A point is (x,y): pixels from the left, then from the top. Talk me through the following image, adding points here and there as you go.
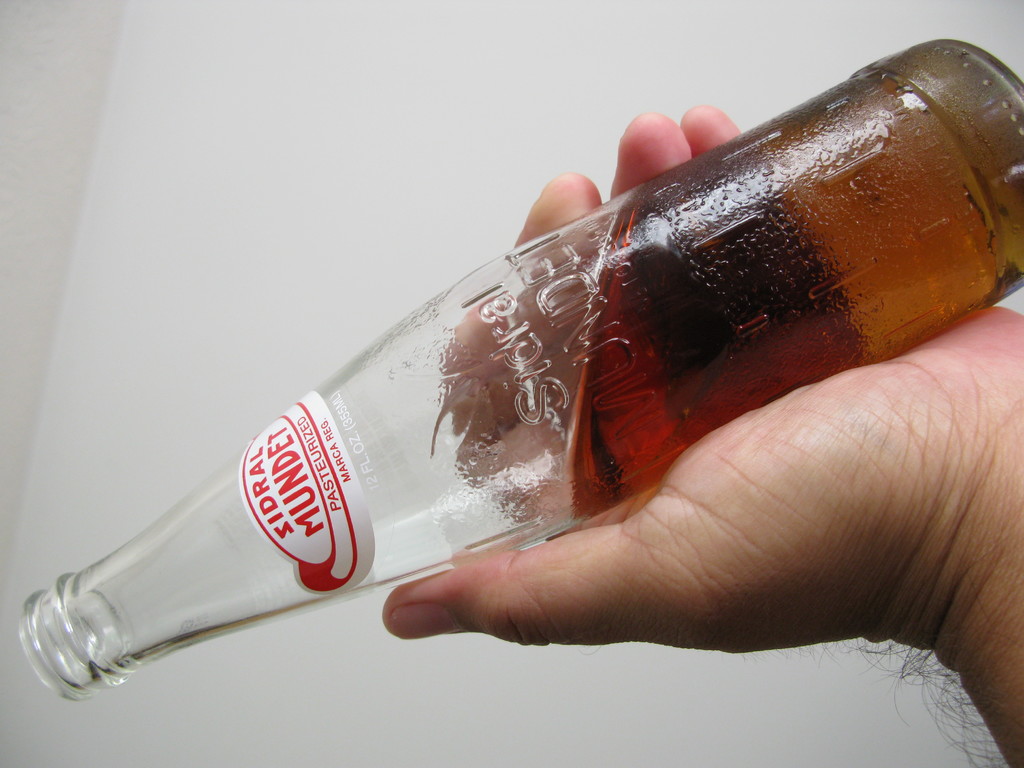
In this image i can see a bottle (638,368) and a human hand (792,470).
